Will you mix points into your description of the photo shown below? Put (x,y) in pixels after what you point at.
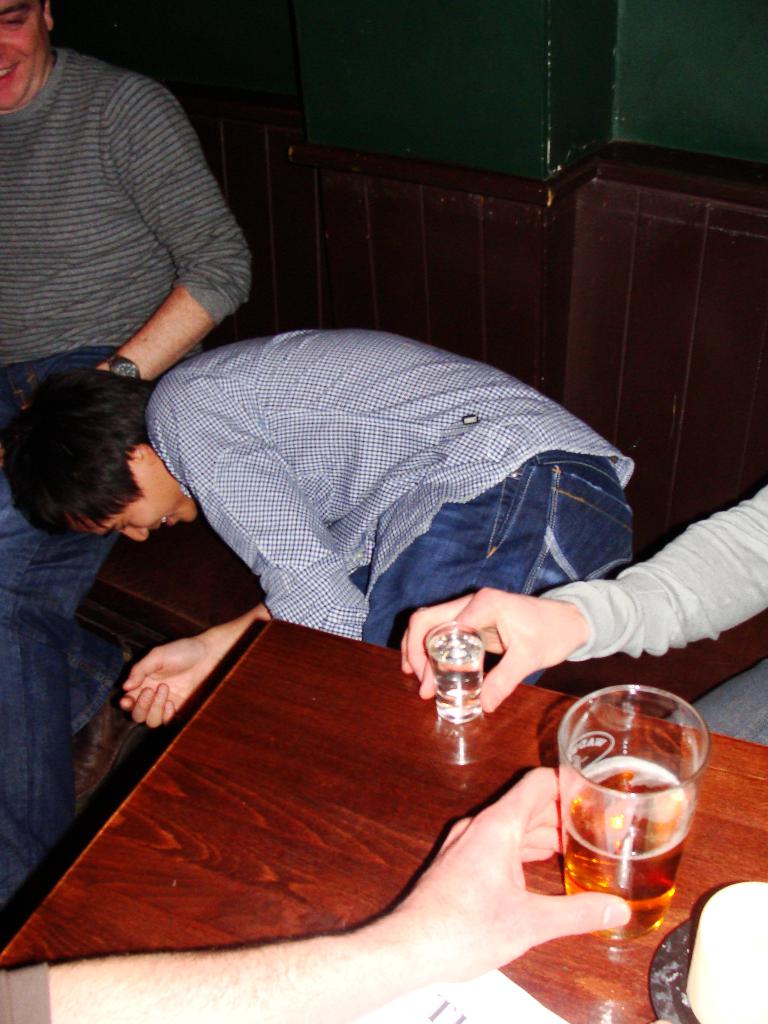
In this picture, here we have 4 people (520,626), 3 of them are sitting on same side and the other opposite to the table (170,923), here we have a table (537,996), on it we have 2 glasses (592,782), one seems like an alcohol glass (619,774) and another vodka glass (447,677) and here the leftmost man (81,218) is sitting and looking at this person (463,482).
